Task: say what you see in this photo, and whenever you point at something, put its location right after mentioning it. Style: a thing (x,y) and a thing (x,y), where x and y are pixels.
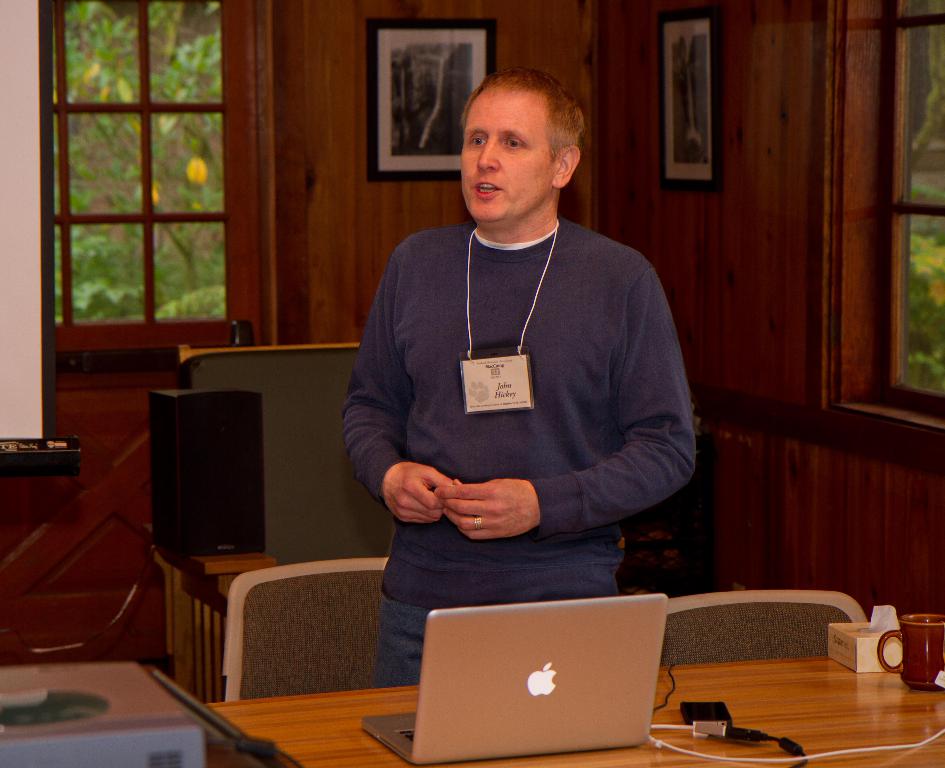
This image is clicked in a room (754,525). There are Windows (858,356) to the right side (838,262) and left side (211,254). There is a screen (3,231) on left side (6,153). There is a table (380,753) in the bottom (835,672), on that table (684,693) there is a laptop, mug (902,633) and tissue box (853,627). There is a person (552,158) standing in front of that table (839,669). He is wearing blue colour shirt (434,410) and he is wearing ID card (475,375). There are two chairs (731,597) near the table (702,693). There is a speaker (165,413) on the left side (174,401). There are photo frames (441,34) in the middle of the image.
